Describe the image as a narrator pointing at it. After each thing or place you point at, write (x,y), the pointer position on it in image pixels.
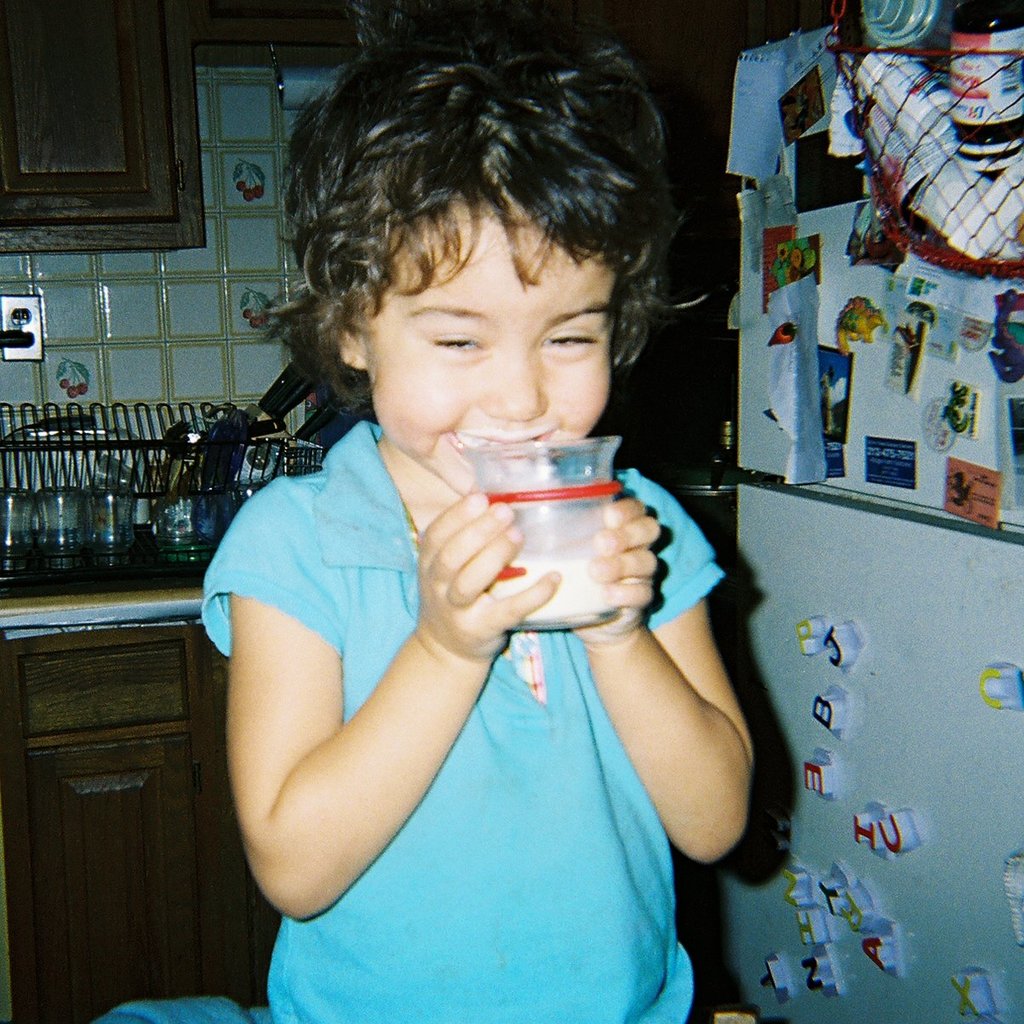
In the image there is a kid (559,441) in the foreground (502,631) the kid (536,581) is holding a glass (523,527) with some drink (544,608), on the right side (762,492) there is a refrigerator (796,679) and there are some posters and other items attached to the refrigerator (765,551), in the background (48,596) there is a kitchen countertop (73,602) on that there are utensils (174,462) and under the countertop (46,620) there is a cupboard (140,736), in the background (169,312) there are tiles (89,349).
